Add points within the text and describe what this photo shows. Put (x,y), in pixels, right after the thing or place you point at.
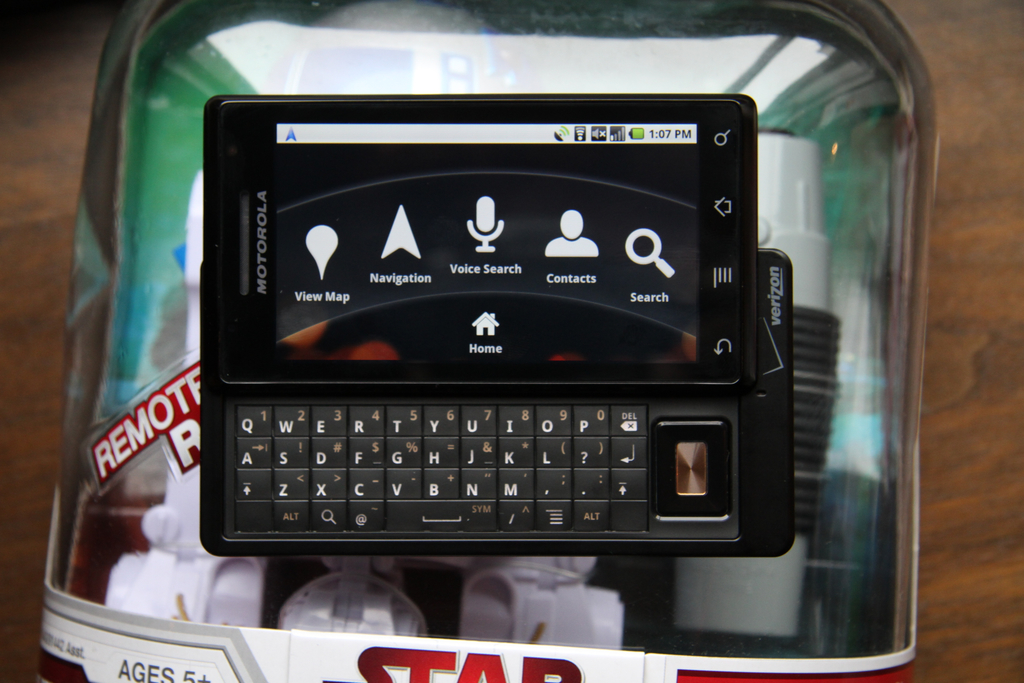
In this image I can see a mobile (219,155) which is in black color on some object (857,250) and the object (780,155) is on the table (969,194) and the table (958,393) is in brown color.
